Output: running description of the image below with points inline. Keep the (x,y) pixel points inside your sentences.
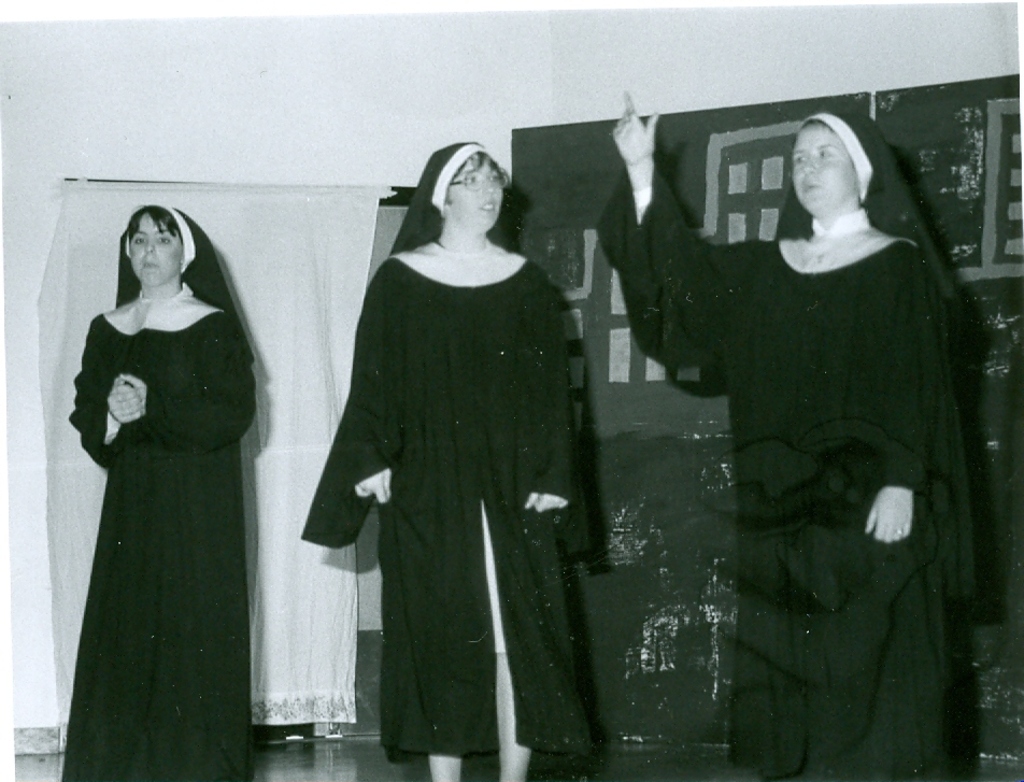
This is a black and white picture. Here we can see three persons (745,712) are standing on the floor (311,767). In the background (338,672) we can see a curtain (286,448), wall (5,53), and an object (666,577).
